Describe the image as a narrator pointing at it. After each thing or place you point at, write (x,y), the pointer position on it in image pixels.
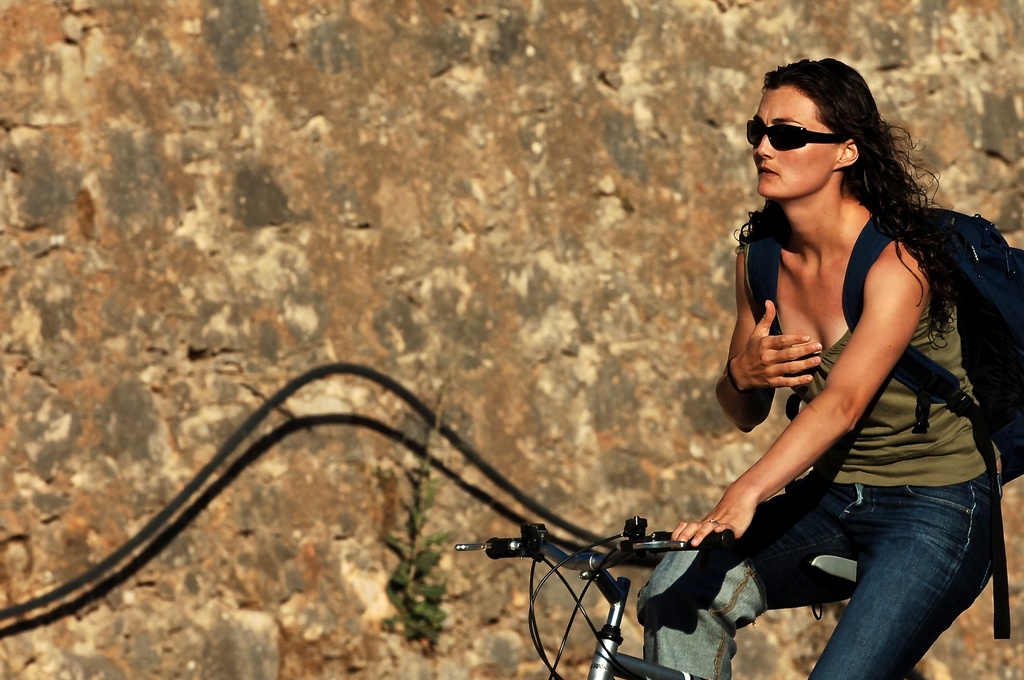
In this picture there is a girl (959,484) who is wearing sun glasses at the right side of the image (754,493), she is riding a bicycle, it seems to be day time and there is a wall (219,140) at the left side of the image (175,269).
